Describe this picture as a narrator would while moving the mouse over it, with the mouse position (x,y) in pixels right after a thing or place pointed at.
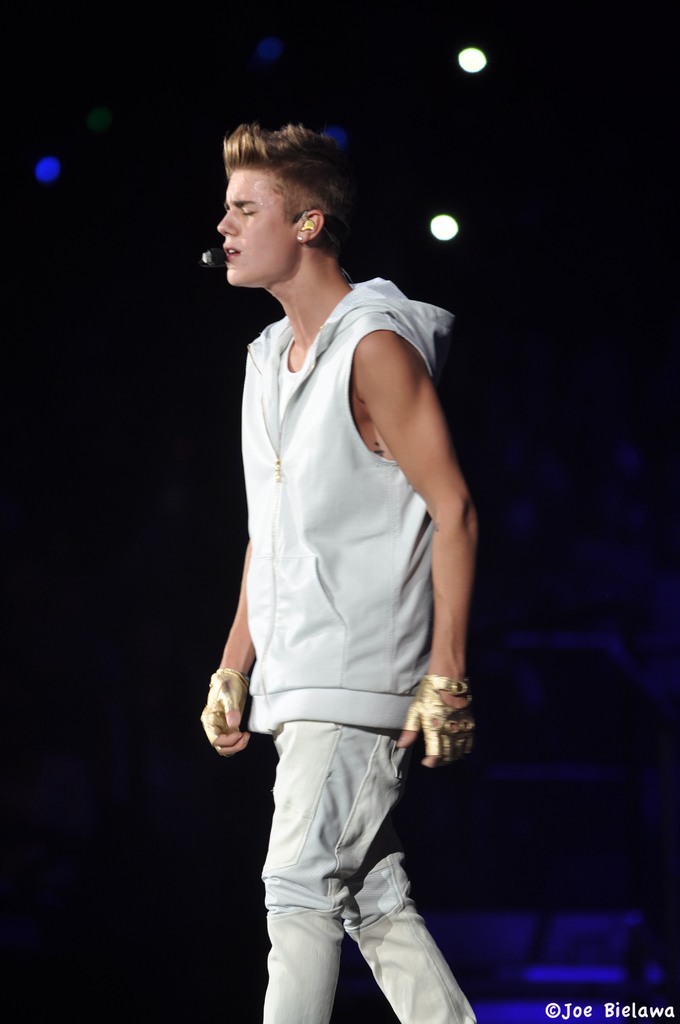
In the center of the image (305,522) we can see a person (327,441) is standing and wearing a microphone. In the background of the image (447,226) lights (437,222) are there. At the bottom of the image (569,990) floor (581,989) is present.
